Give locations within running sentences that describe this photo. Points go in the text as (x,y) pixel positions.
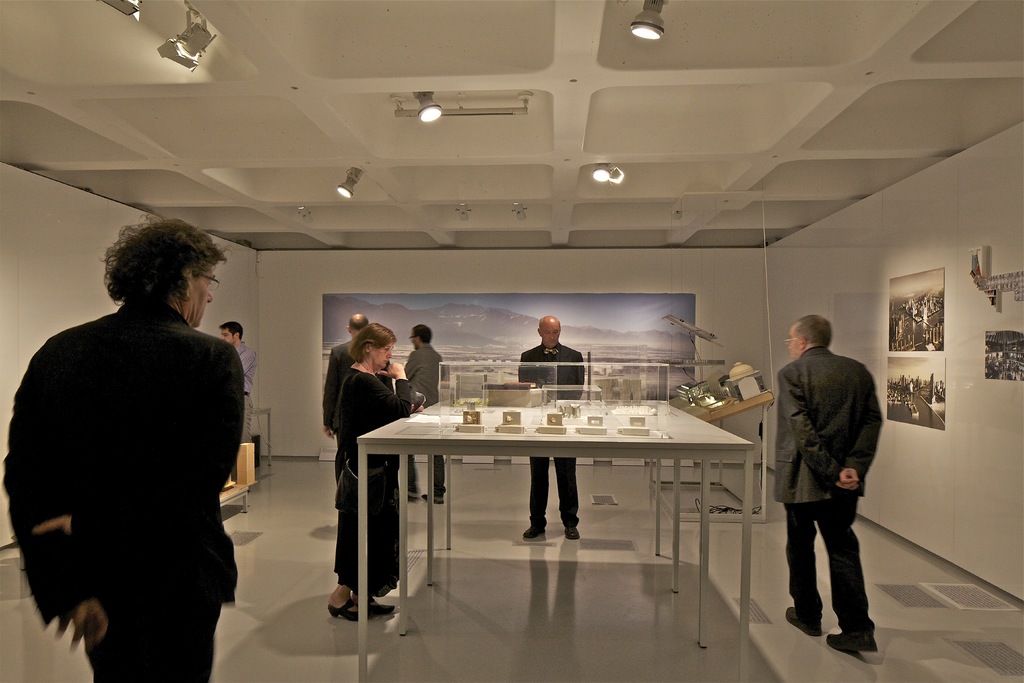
This is a museum (595,376) and there are group of people (387,406) here to visit the museum (631,460).
